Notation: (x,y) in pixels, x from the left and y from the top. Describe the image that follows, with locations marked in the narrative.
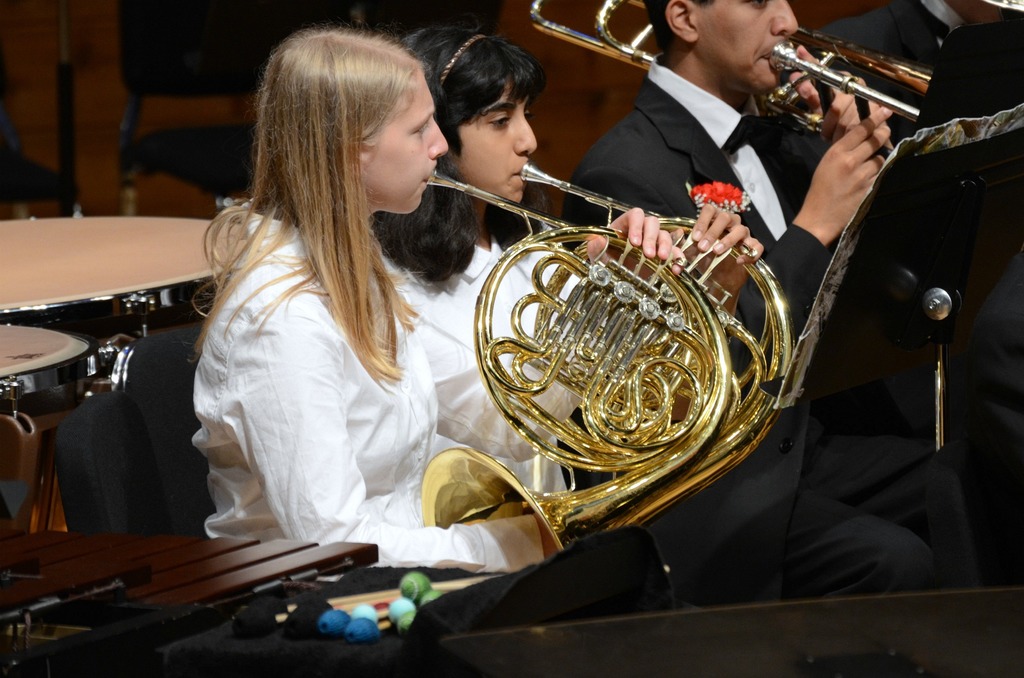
In this picture there are people (834,112) playing musical instruments (556,341) and we can see stand (918,337), drums (79,394) and few objects (247,568). In the background of the image (229,83) we can see chairs (144,84).
